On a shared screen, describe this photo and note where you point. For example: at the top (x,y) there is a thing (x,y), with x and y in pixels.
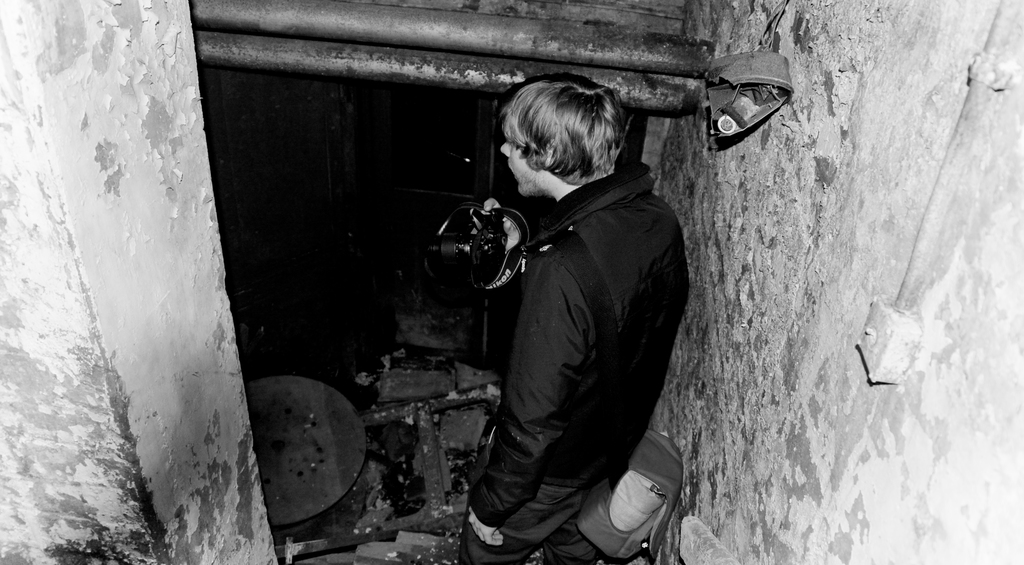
It is a black and white, the person (555,477) is entering into the dark room (353,292) by holding his camera (488,264).
